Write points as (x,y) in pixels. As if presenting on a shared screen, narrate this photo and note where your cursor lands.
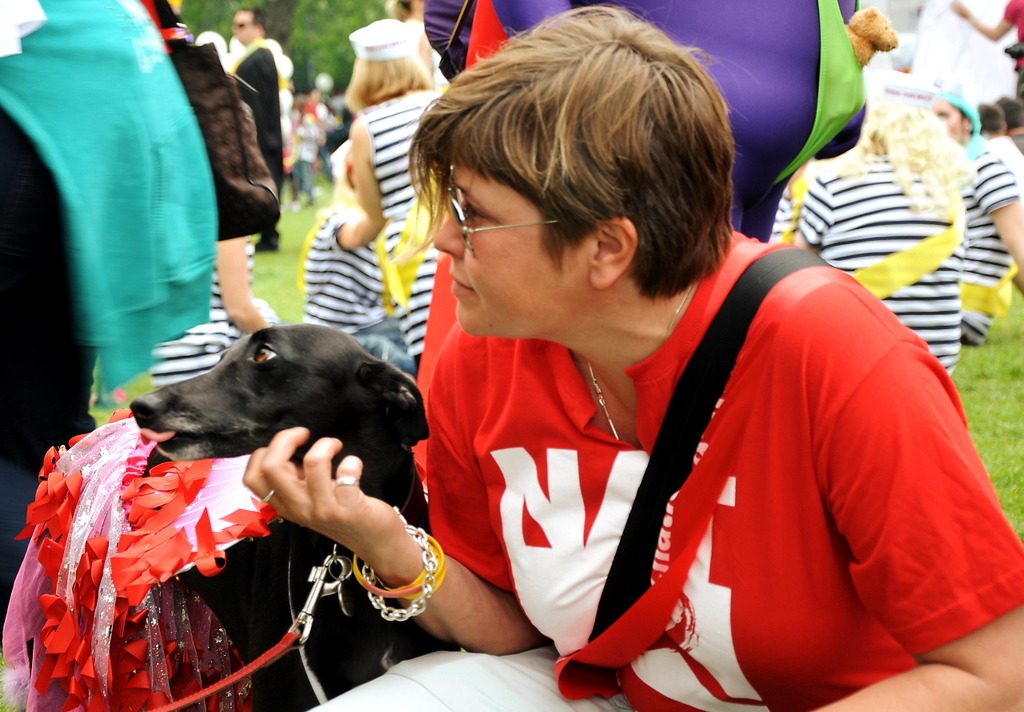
In this image there are group of people (505,277). In front (486,442) there is a woman (526,472) wearing a bag (739,343) and there is a dog (310,408) in the garden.
